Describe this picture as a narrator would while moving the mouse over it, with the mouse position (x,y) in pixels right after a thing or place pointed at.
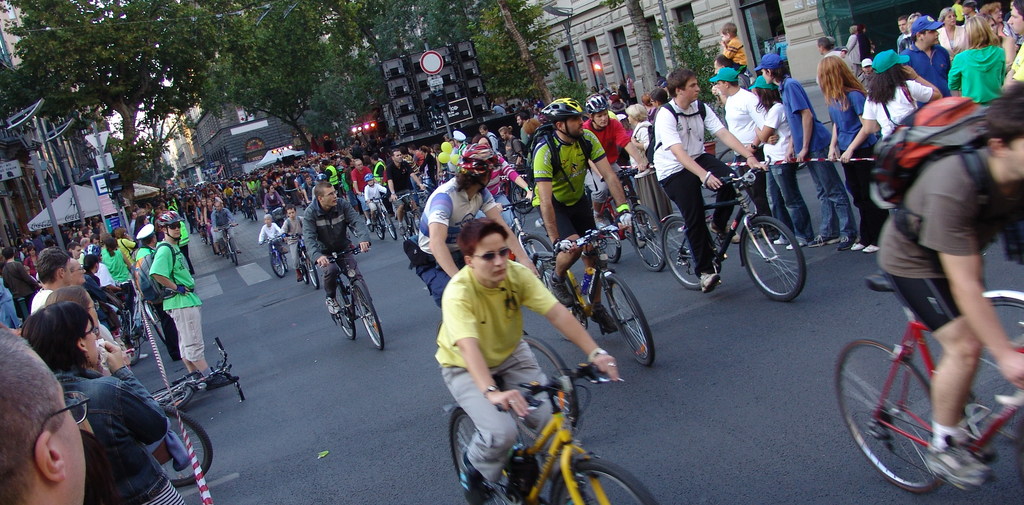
In the center of the image (581,301) there are people (984,300) cycling. On both right and left side of the image (73,434) there are people (154,407) standing on the road (665,371). In the background of the image (361,98) there are traffic lights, street lights (72,181), buildings (582,55), trees (267,49), tents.
